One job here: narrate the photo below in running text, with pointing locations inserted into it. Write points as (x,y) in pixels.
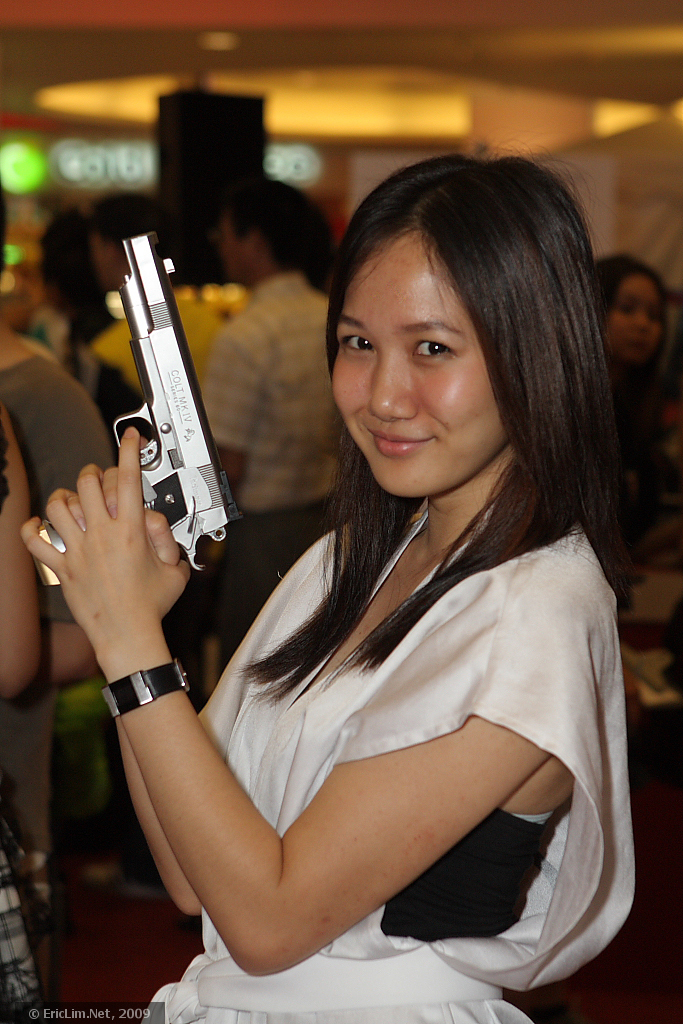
In the picture I can see a woman (226,842) wearing a white color dress (175,1020) and wrist watch (155,694) is holding a gun (160,450) in her hands (161,645) and smiling. The background of the image (9,581) is slightly blurred, where we can see a few people (324,437) standing, we can see the pillars (239,134) and LED name board (42,166). Here I can see the watermark (128,1011) on the bottom left side of the image (121,1011).
